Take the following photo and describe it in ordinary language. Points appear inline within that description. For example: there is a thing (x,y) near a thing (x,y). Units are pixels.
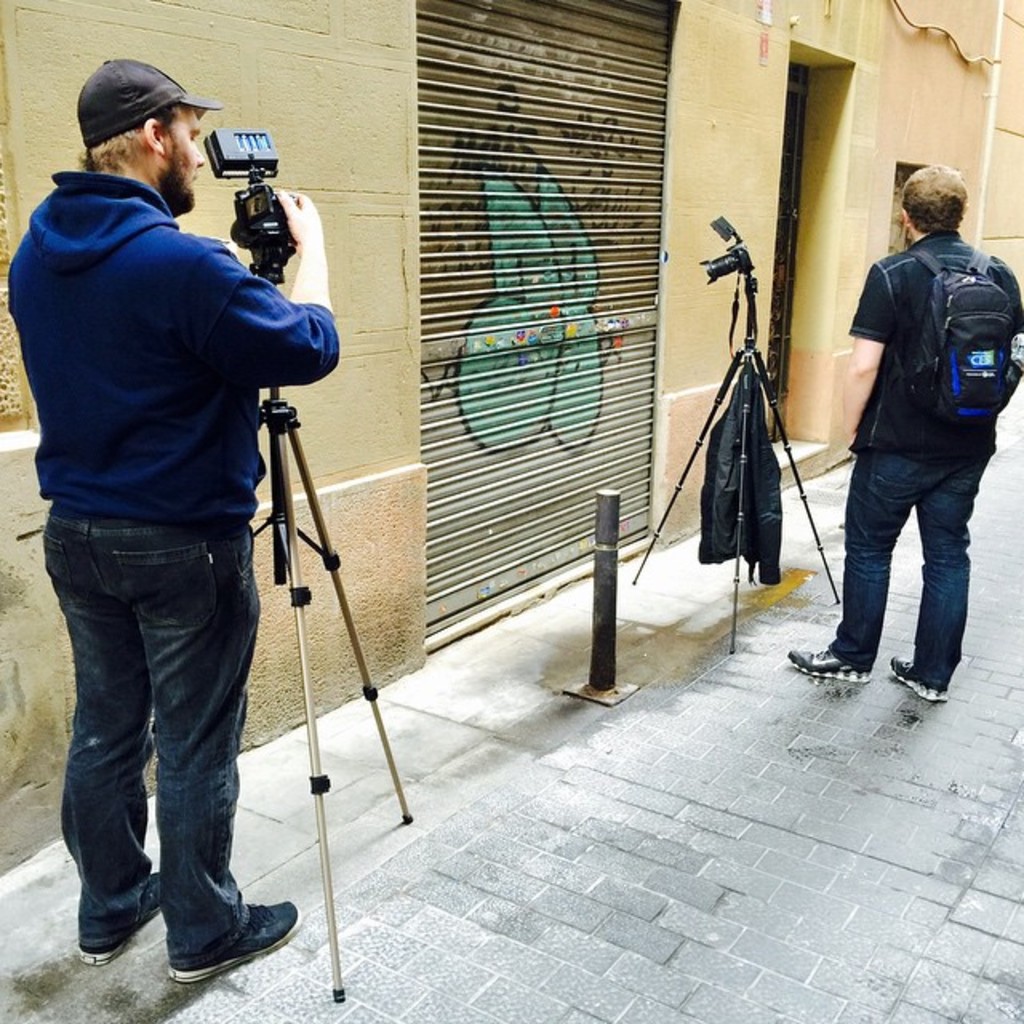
This picture shows couple of men (932,477) standing and a man (171,97) standing and holding a camera (259,207) on the stand (289,511) and he wore a cap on his head (92,156) and we see another camera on the stand (754,282) and we see a building (505,291) and we see man (911,379) wore a backpack (942,300) on his back (897,379).
